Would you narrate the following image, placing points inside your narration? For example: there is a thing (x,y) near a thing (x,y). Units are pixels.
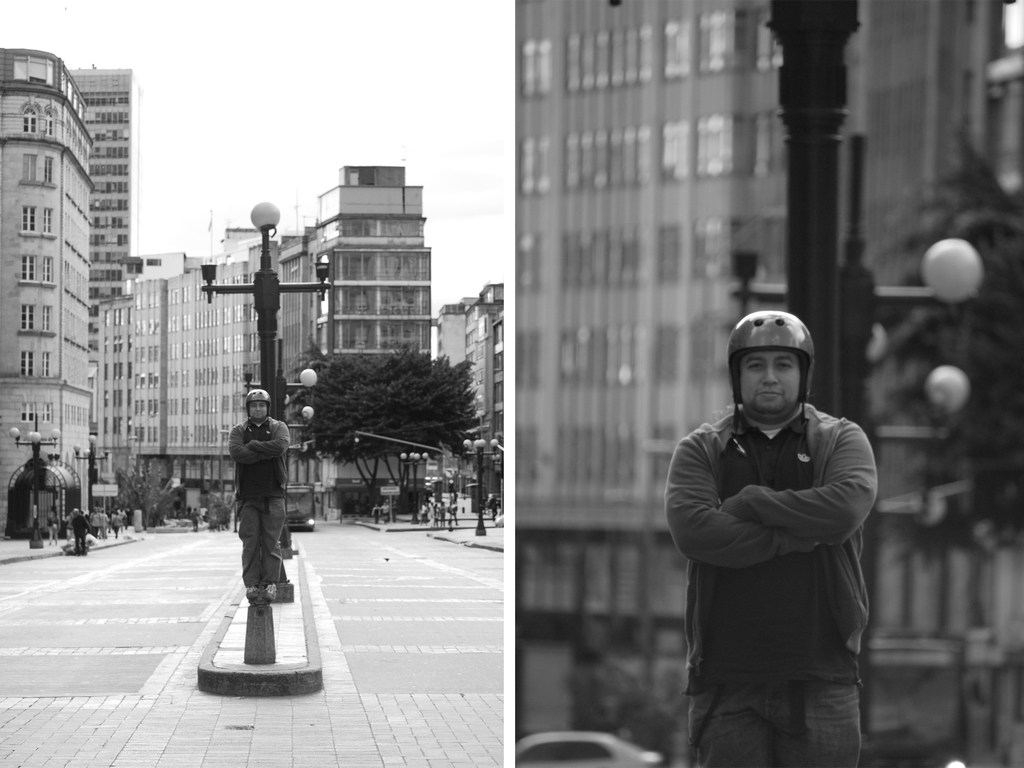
In this picture, it seems to be the collage of a photograph, there is a man (270,481) who is standing in front of the lamp poles (277,379) and there are buildings (282,335), trees (412,386), and people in the background area of the image (235,420).
